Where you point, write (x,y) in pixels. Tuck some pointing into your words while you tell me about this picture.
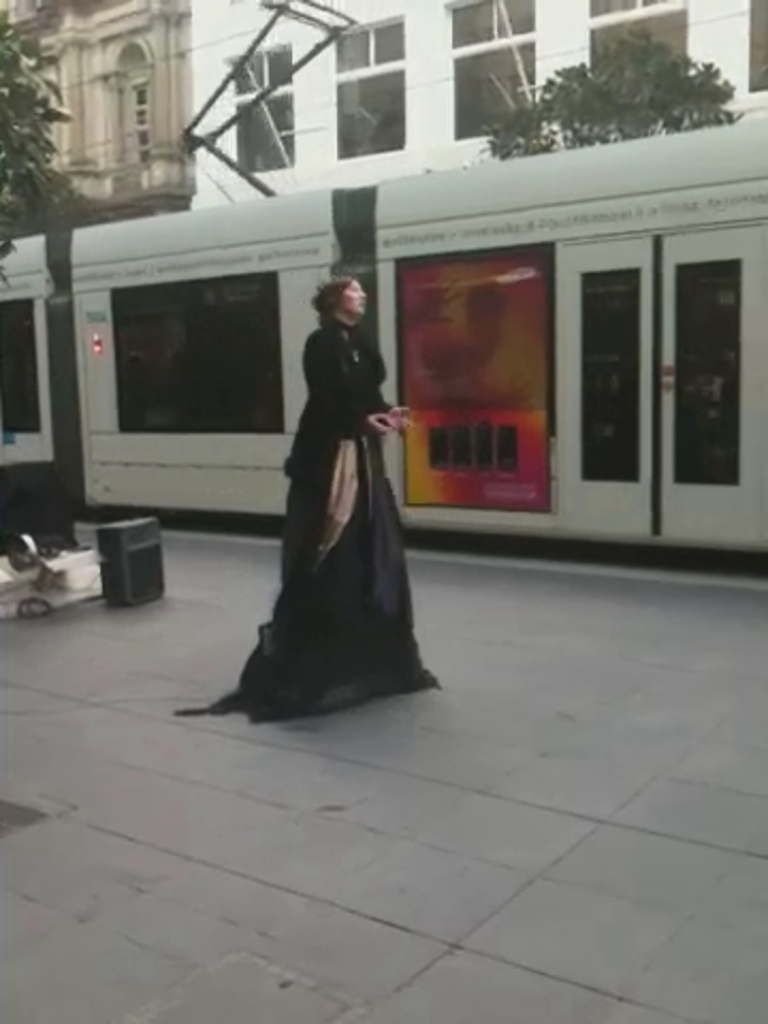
In the foreground of the picture (41,964) we can see platform (166,745), woman (360,587), box (102,564), tree (2,169) and other objects (46,568). In the middle of the picture (256,425) we can see train (281,248). In the background (410,87) there are buildings (485,87) and tree (560,107).
